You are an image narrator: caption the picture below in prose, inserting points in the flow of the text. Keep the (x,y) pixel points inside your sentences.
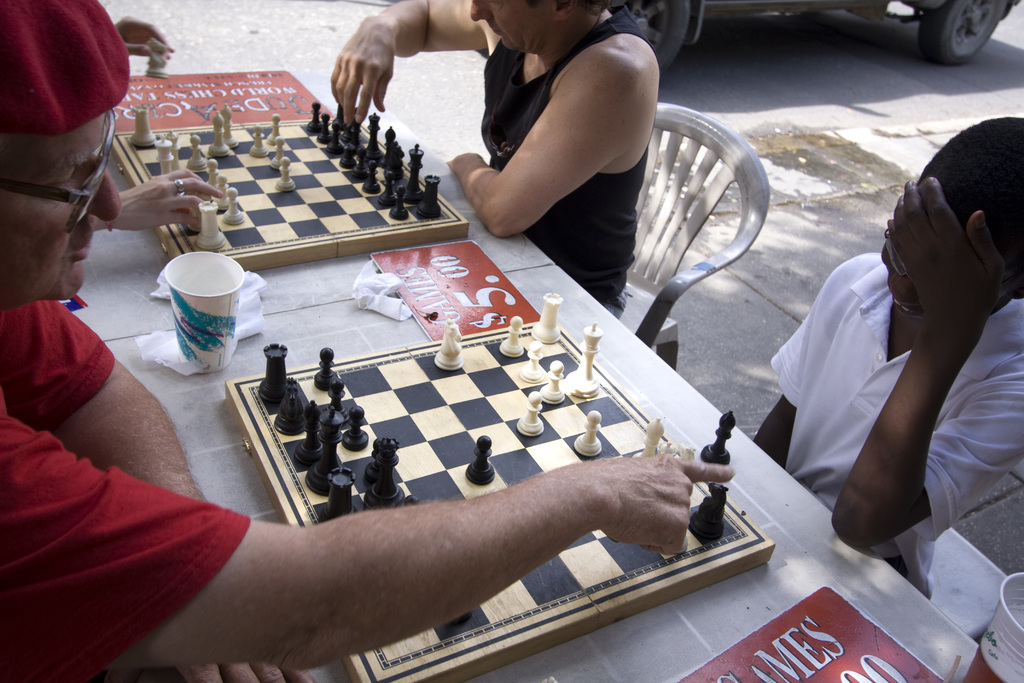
In this image there are three persons (877,388) sitting in front of table (127,307) and playing chess. To the left (134,495) the man (144,470) is wearing a red colored shirt (104,511) and red cap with spectacles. To the right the man (552,182) is wearing black colored sleeveless (584,208). And a boy (872,349) is sitting to the right of the image (906,358). In the background (668,26) there is a vehicle (931,14) standing.
